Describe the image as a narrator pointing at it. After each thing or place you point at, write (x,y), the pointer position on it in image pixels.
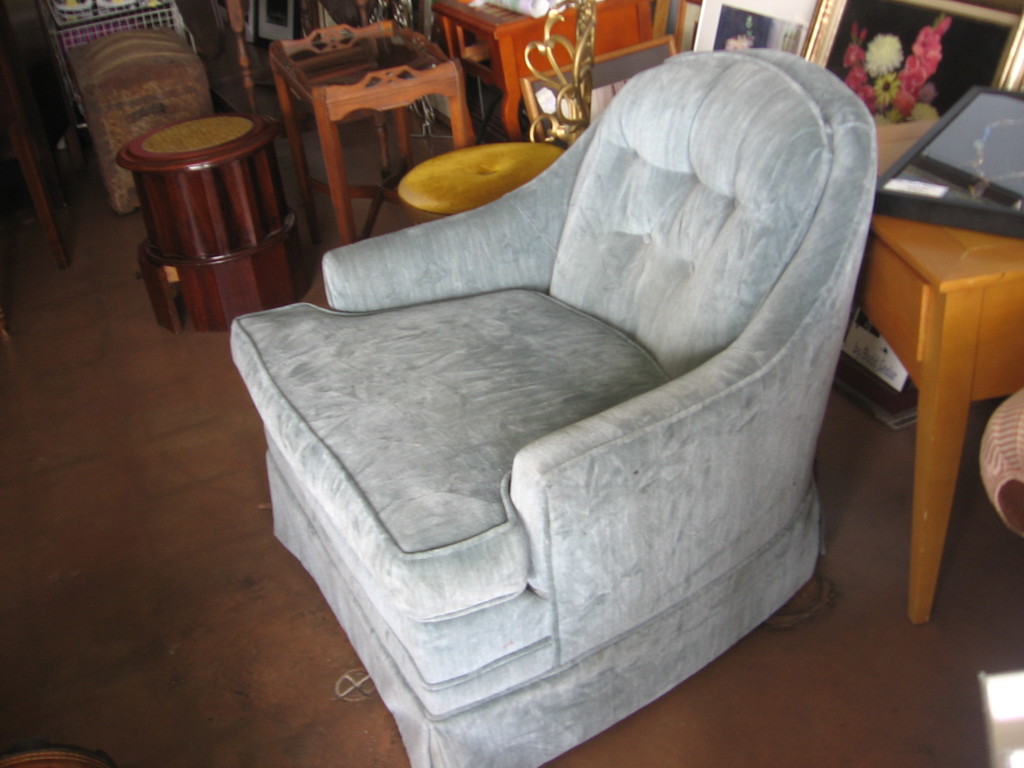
In this image I see a sofa (546,759), few stools (432,201) and few photo frames (723,46).
